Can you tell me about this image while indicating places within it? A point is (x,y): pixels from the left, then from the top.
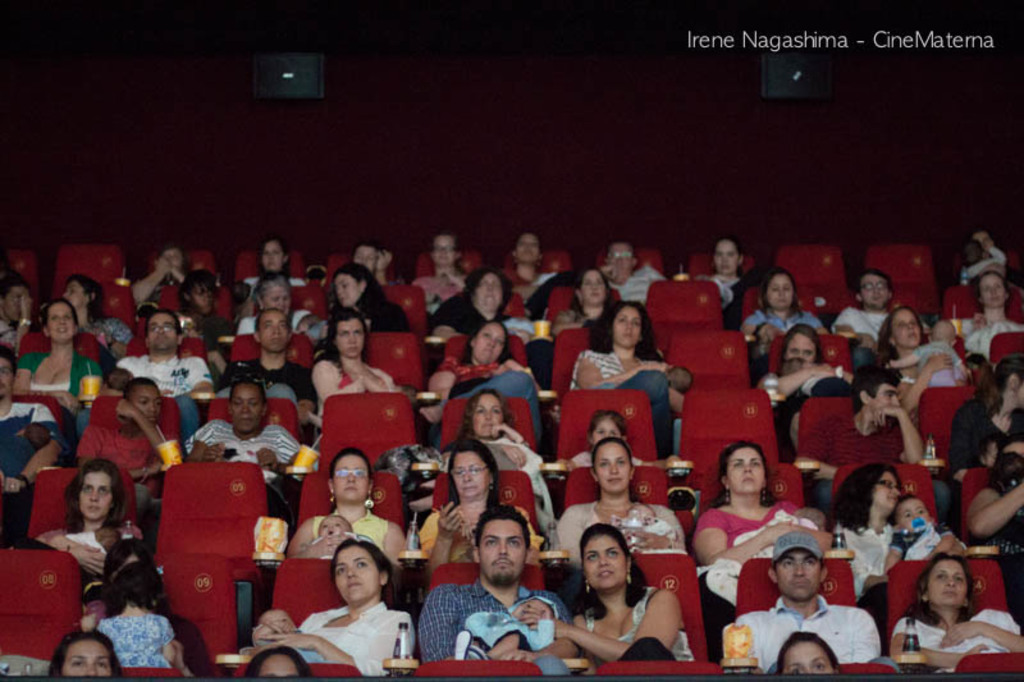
As we can see in the image there are many people (20,315) sitting on chairs (73,571) and in the background (546,129) there is a wall (553,184).
